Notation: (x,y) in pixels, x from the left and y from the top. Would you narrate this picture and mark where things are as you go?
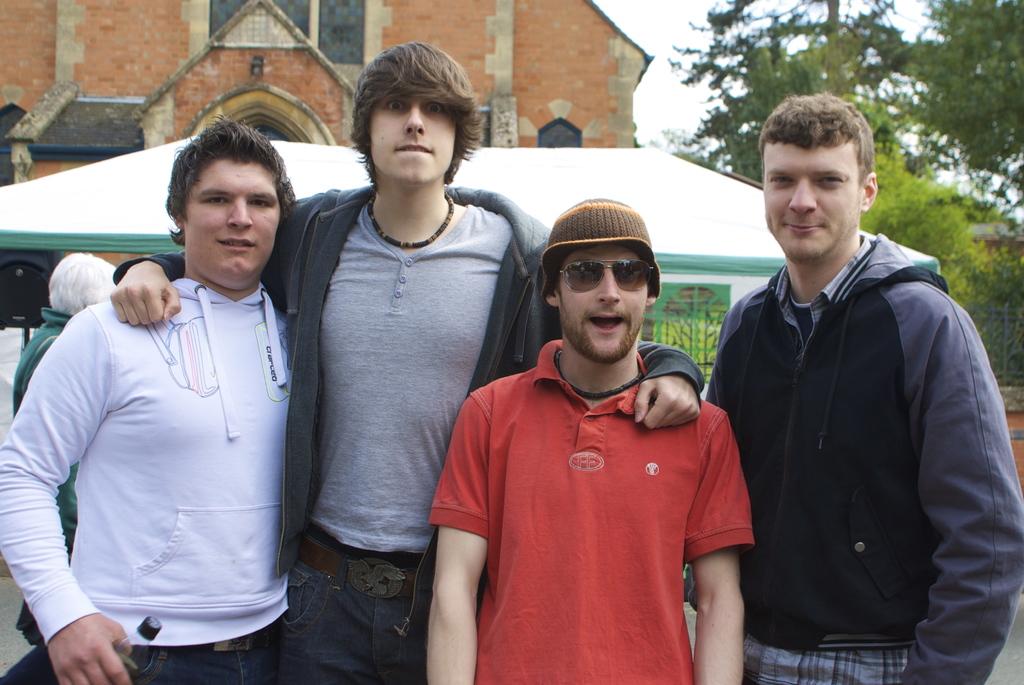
In this image, we can see some people (480,332) standing, in the background (30,49), we can see a building (18,57) and there are some green trees (919,133), at the top (670,43) there is a sky (646,43).
